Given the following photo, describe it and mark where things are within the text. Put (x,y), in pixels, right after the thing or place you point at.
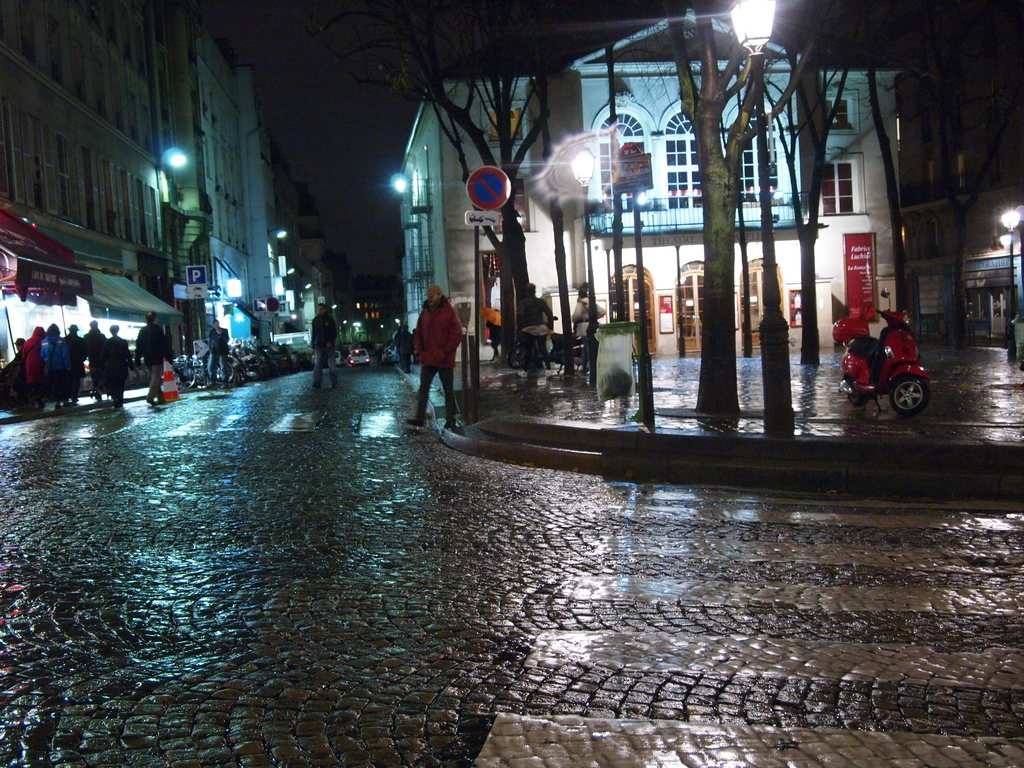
In this image I can see people (224,361), street lights (588,197), vehicles (889,368) and a road (380,398). In the background (374,297) I can see buildings (650,267) and the sky (375,185).
